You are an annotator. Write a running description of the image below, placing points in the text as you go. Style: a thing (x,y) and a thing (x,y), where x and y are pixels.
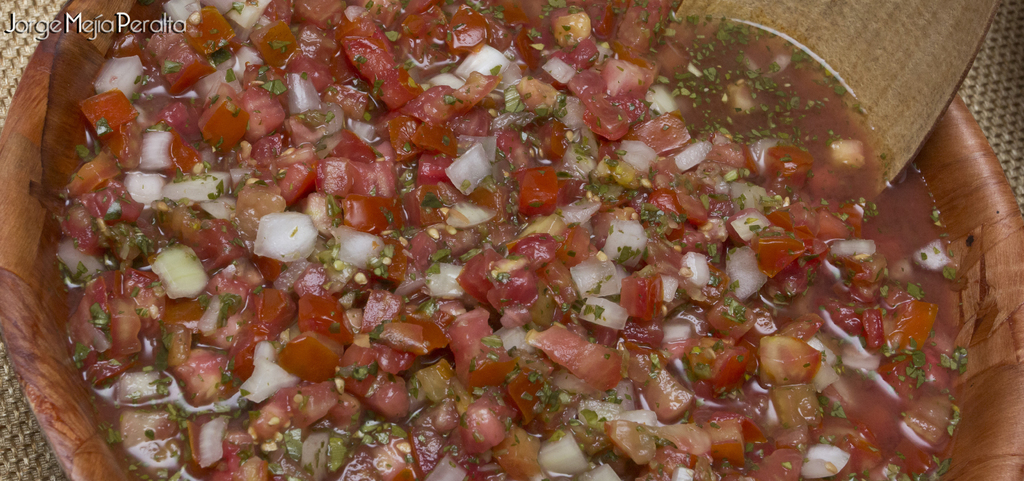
It is a zoomed in picture of food item (477,168) with a wooden spoon (877,119) in the bowl (957,168) which is on the mat (21,416). In the top left corner (100,21) there is text (124,21).
